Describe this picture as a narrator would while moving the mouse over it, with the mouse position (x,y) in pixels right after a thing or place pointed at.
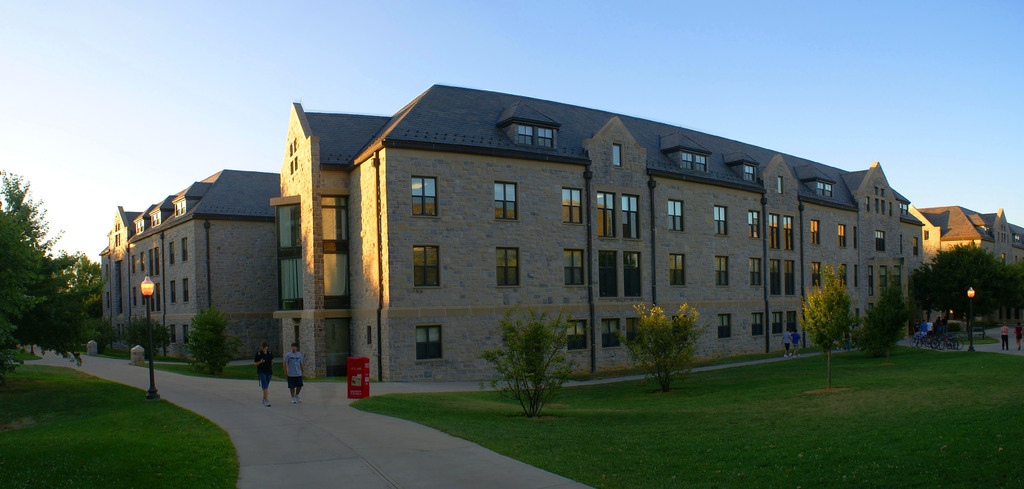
On the left side (295,397) 2 men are walking, in the middle (531,232) there are trees (953,256), there are buildings (734,215). At the top (301,71) it is the sky (303,66).
